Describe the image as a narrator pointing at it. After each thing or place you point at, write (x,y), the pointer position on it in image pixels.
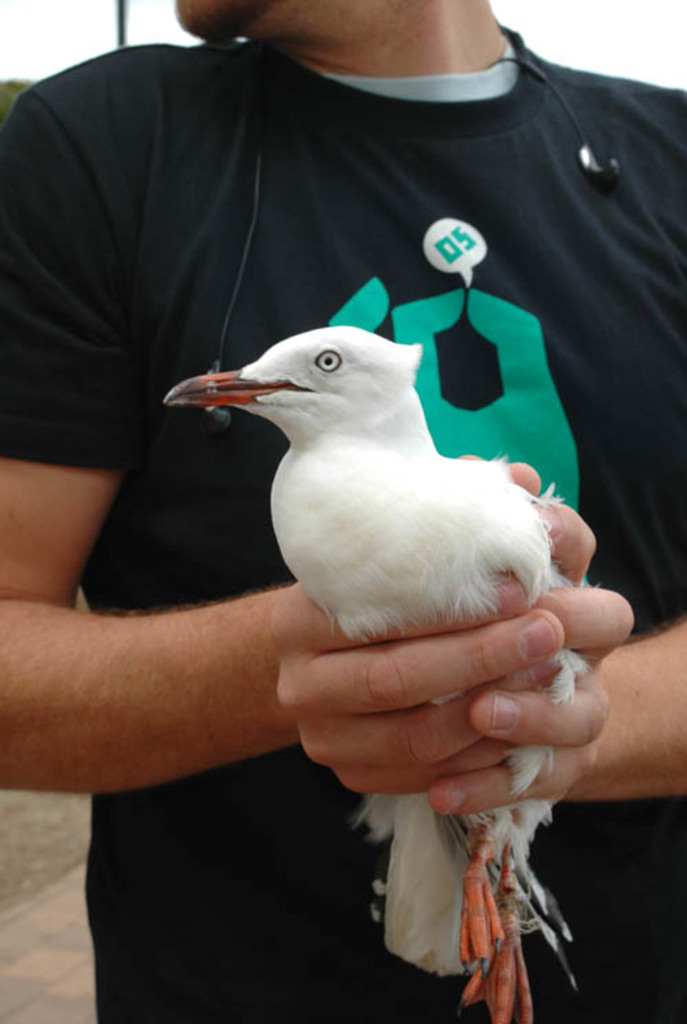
In this picture we can see a man (299,275) holding a bird (386,379) with his hands (450,652) and in the background (55,837) we can see the ground (61,823) and the sky (104,21).
